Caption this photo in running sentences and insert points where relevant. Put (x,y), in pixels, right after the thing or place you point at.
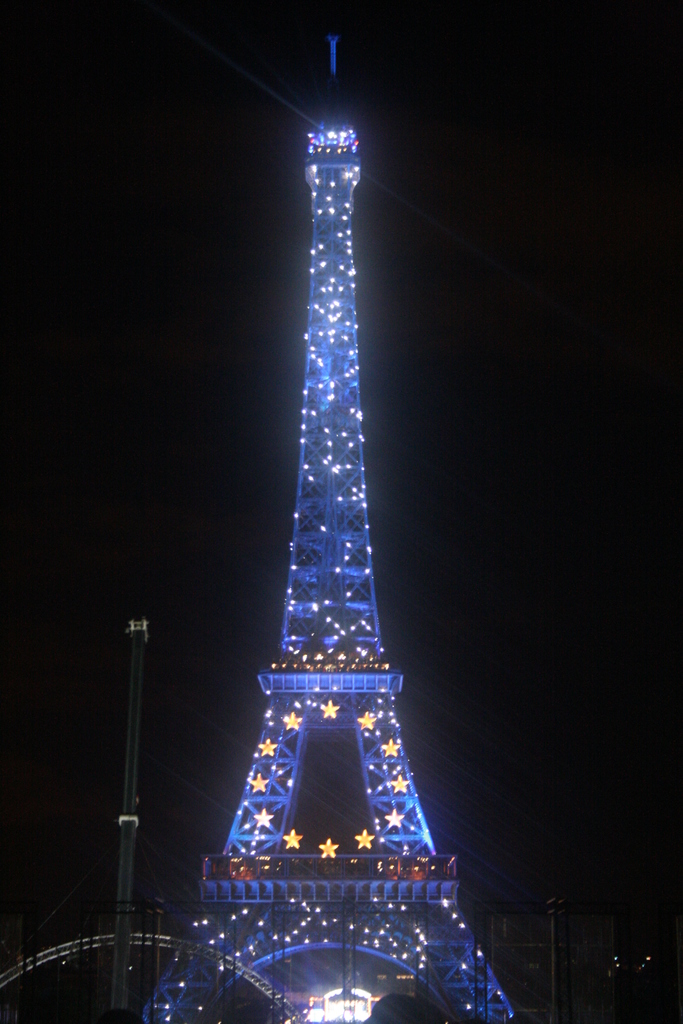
In this image, in the middle (332,622), we can see a tower (330,618) with many lights (222,968). On the left side (134,679), we can see a pole (134,679). In the background (58,913), we can see black color.
